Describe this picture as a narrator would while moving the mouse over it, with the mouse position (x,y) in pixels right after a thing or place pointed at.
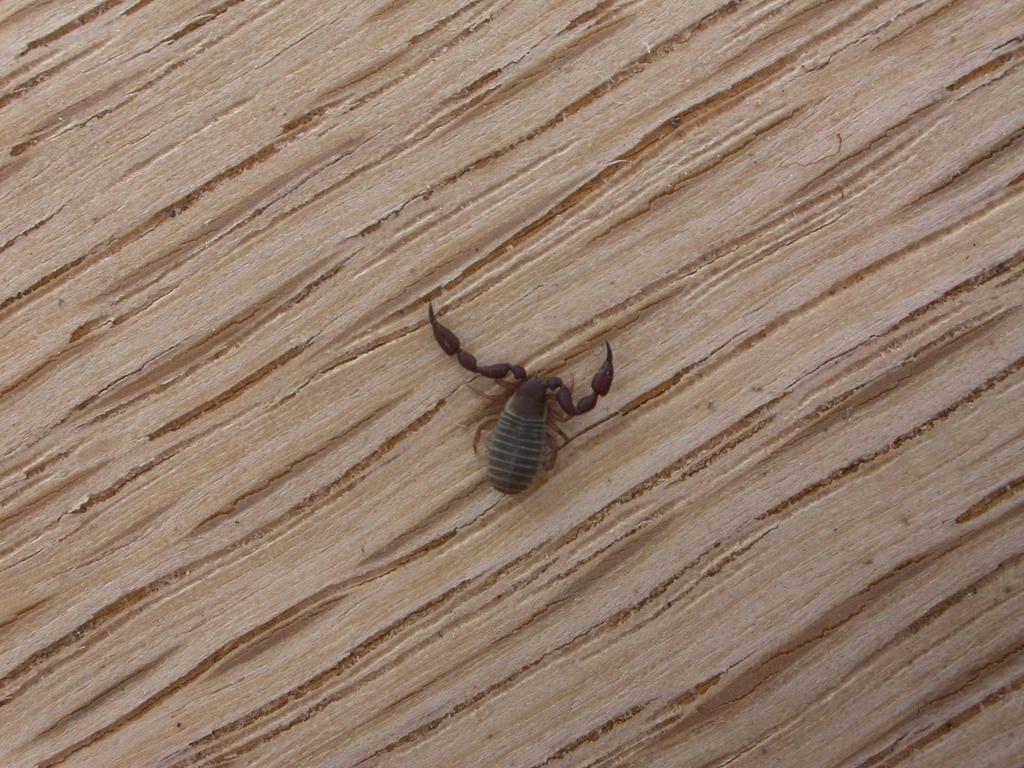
In this image, we can see an insect (533,406) on the wooden surface (833,629).
